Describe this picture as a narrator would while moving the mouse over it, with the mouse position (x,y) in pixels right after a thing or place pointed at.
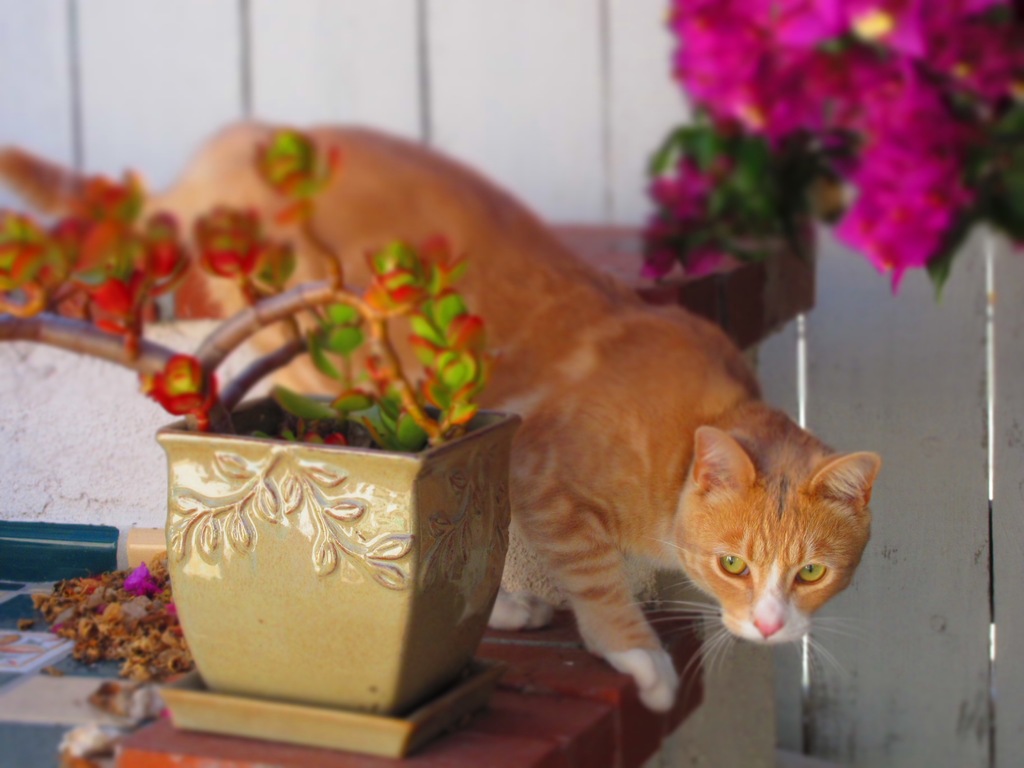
In this image there is a cat (578,445) on the table (223,757). Beside the cat (568,503) there is a flower pot (413,545) and there are some other objects (52,555). Behind the cat (502,314) there is a table (639,242). There is a wall (483,135). On the right side of the image (722,227) there are flowers (888,235) and leaves (1014,158).
